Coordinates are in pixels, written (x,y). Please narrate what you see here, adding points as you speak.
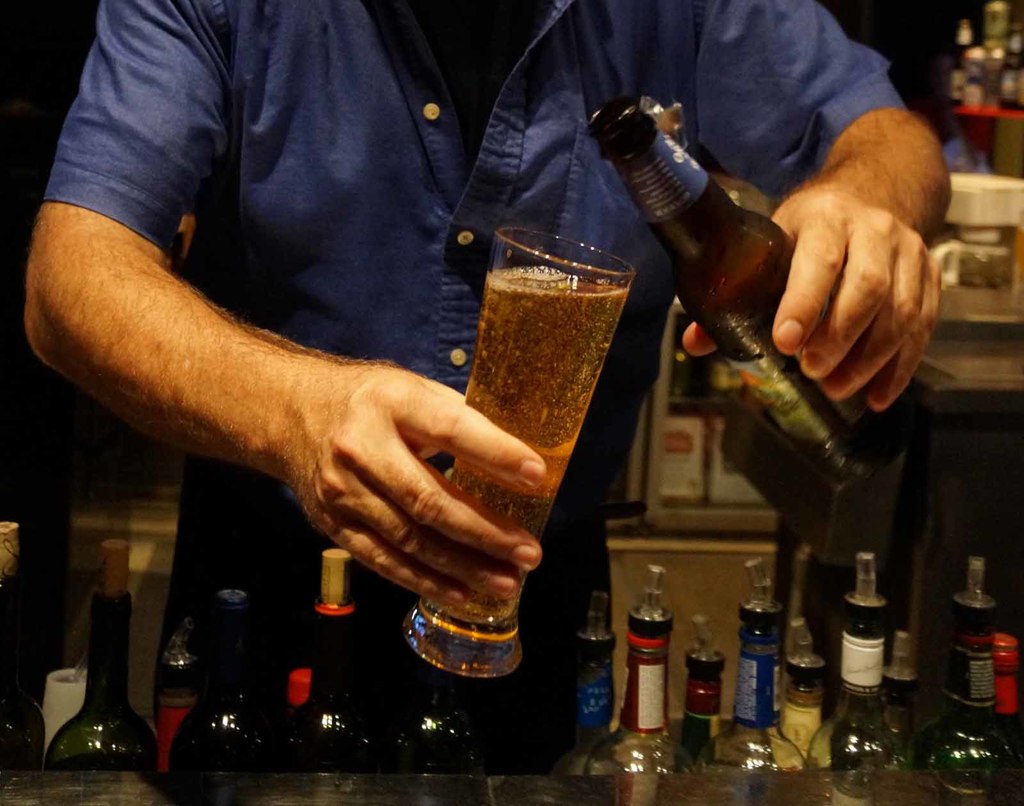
In the image there is a man (174,90) wearing a blue color shirt (185,98) holding a beer glass (574,345) in one hand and beer bottle (733,296) in other hand (874,338) and standing in front of a table (804,779), on table (573,799) we can see some bottles (103,682).
